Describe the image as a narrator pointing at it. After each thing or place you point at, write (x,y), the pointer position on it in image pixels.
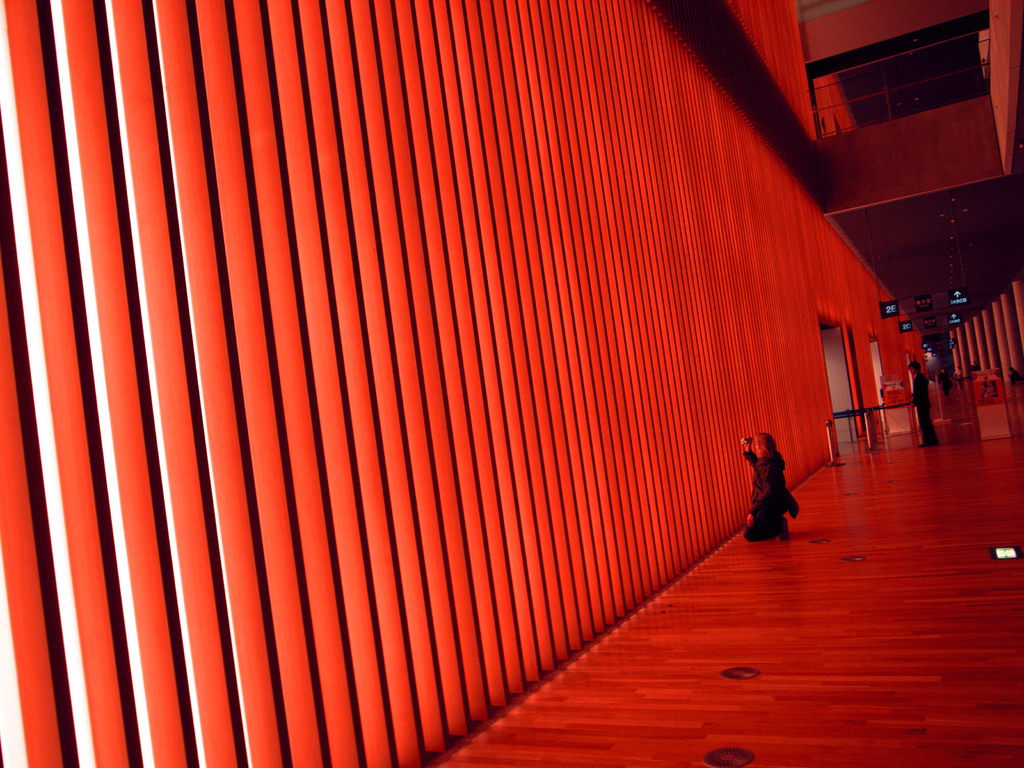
In this image we can see a person (752,514) sitting on his knees (762,524) holding a device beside a wall (704,482). We can also see some people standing on the floor (853,491), the sign boards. We can also see a container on a table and a door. On the right side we can see the display screen (1011,557) of a device (1015,545) and some pillars (991,363).
